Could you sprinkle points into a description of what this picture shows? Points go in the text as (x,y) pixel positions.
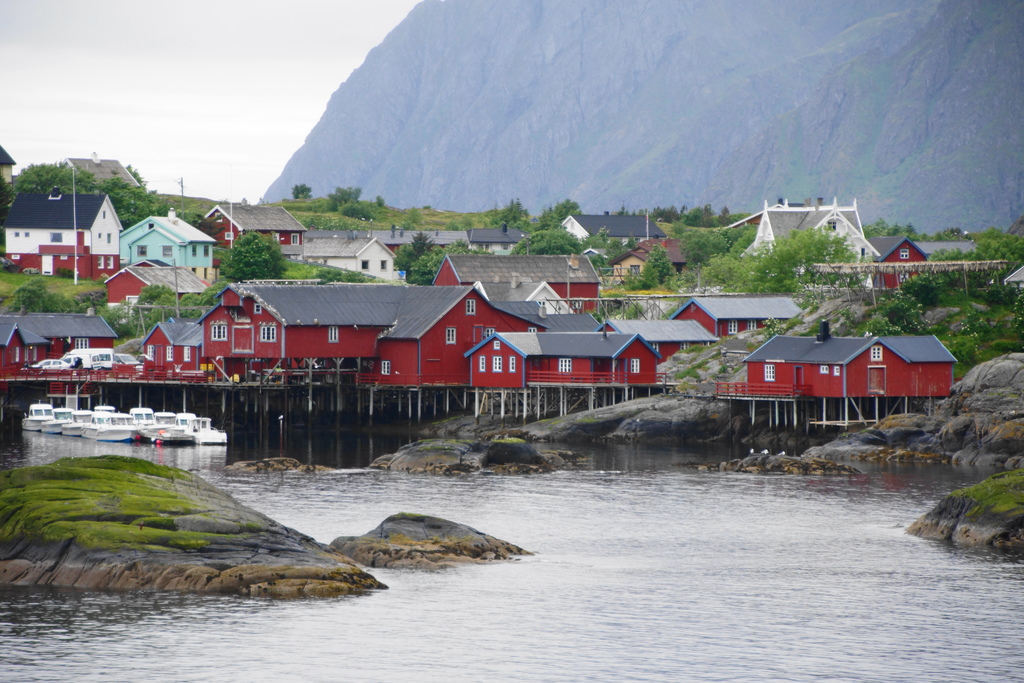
In this image there are a few ships (166,440) on the river (550,544). On the right (812,467) and left side of the image (99,556) there are few rocks (957,409). In the background (476,326) there are few buildings (338,336) on the river (787,667), mountains (356,132), trees (531,250) and the sky (95,108).
